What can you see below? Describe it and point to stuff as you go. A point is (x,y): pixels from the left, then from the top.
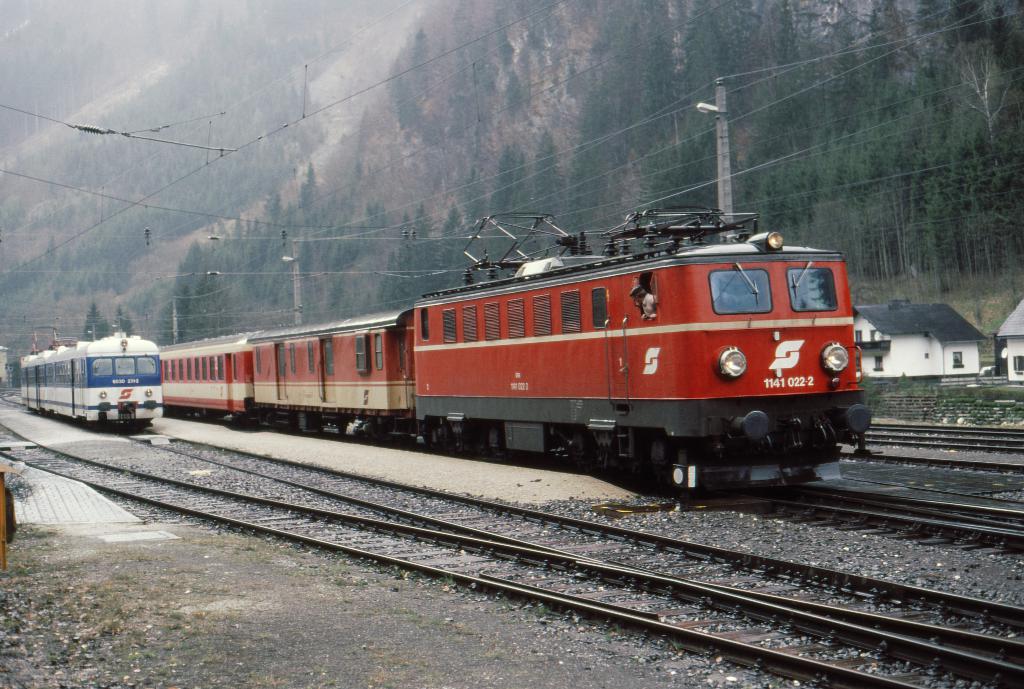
In this picture I can observe two trains (262,377) moving on the railway tracks (262,480). They are in red, blue and white colors. On the right side (876,340) I can observe houses (915,360). In the background (408,102) there is a hill (519,30) and I can observe some trees (676,162).
